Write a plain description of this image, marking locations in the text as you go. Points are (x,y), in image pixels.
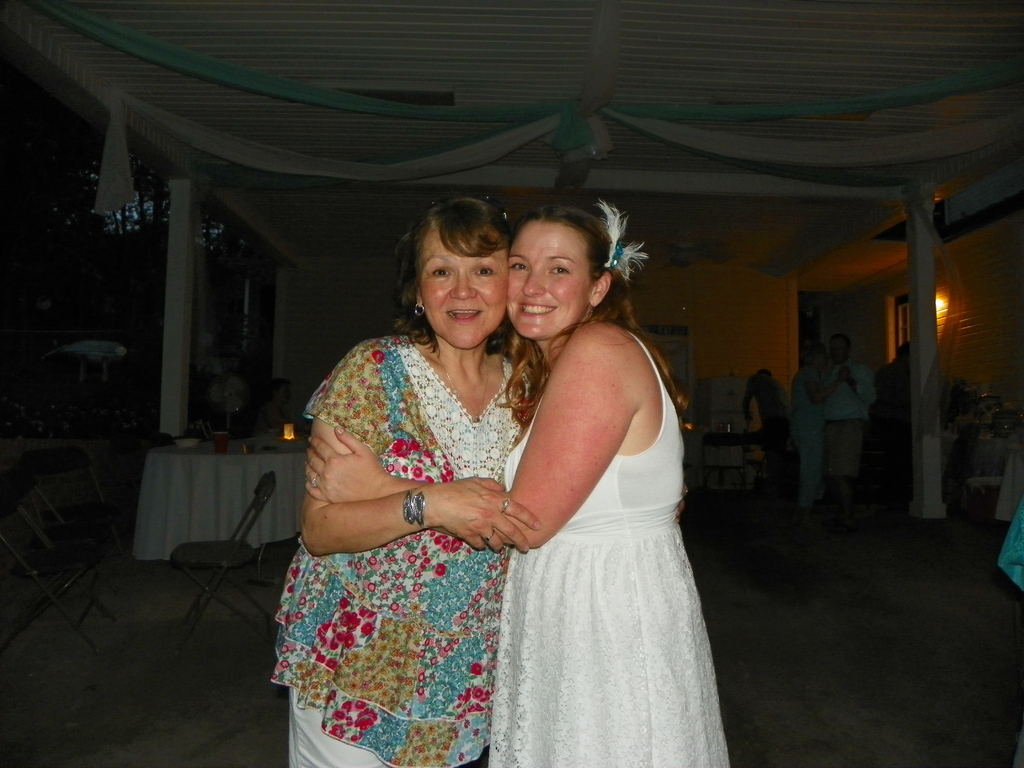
In this image there are two girls (512,445) who are holding each others hand (373,467). In the background (250,473) there is a table (244,443) on which there are bowls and lights (289,428). On the left side (186,566) there are chairs (86,558) on the ground (135,566). On the right side (726,409) there is a pillar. At the top (431,117) there are cloths (698,150). In the background (855,388) there are few people (864,404) standing on the floor (916,522). There is a light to the wall (994,319) on the right side (948,319).
